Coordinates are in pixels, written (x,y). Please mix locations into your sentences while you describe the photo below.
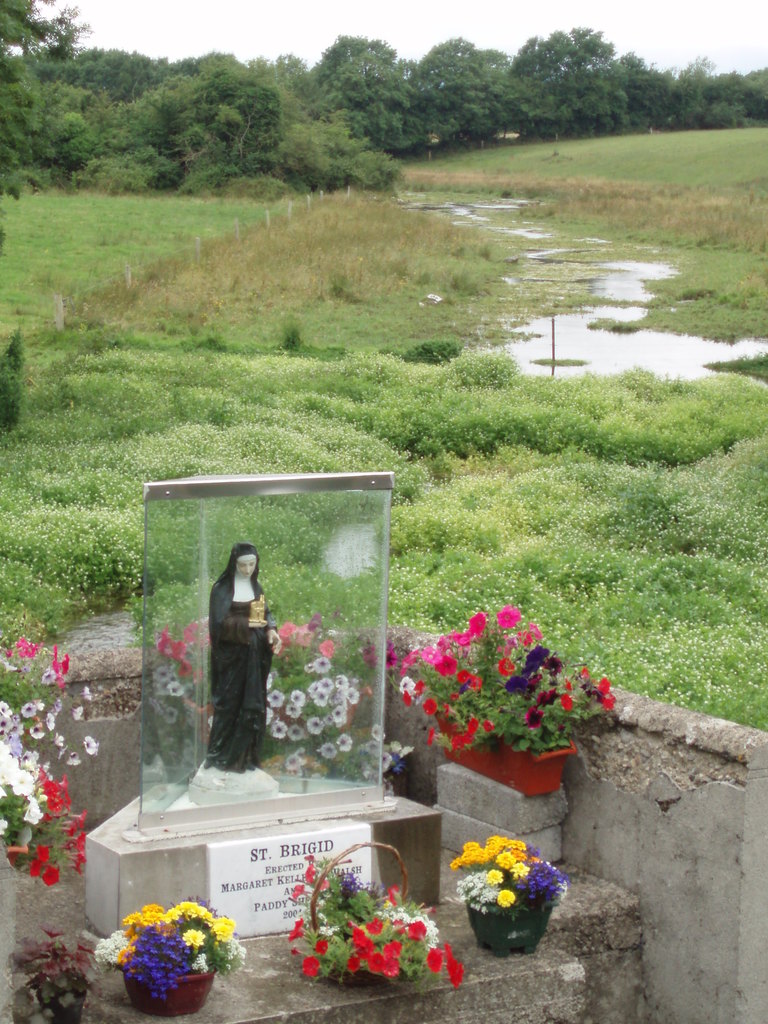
In this image there is a statue (237,667) surrounded by a glass wall (197,660) on the rock structure (243,836) with some text (280,886) and around the statue (244,592) there are flower pots (48,848). In the background (174,275) there is a grass (551,430), in the middle of the grass (478,176) there are water (578,331), trees (240,112) and a sky (410,2).
